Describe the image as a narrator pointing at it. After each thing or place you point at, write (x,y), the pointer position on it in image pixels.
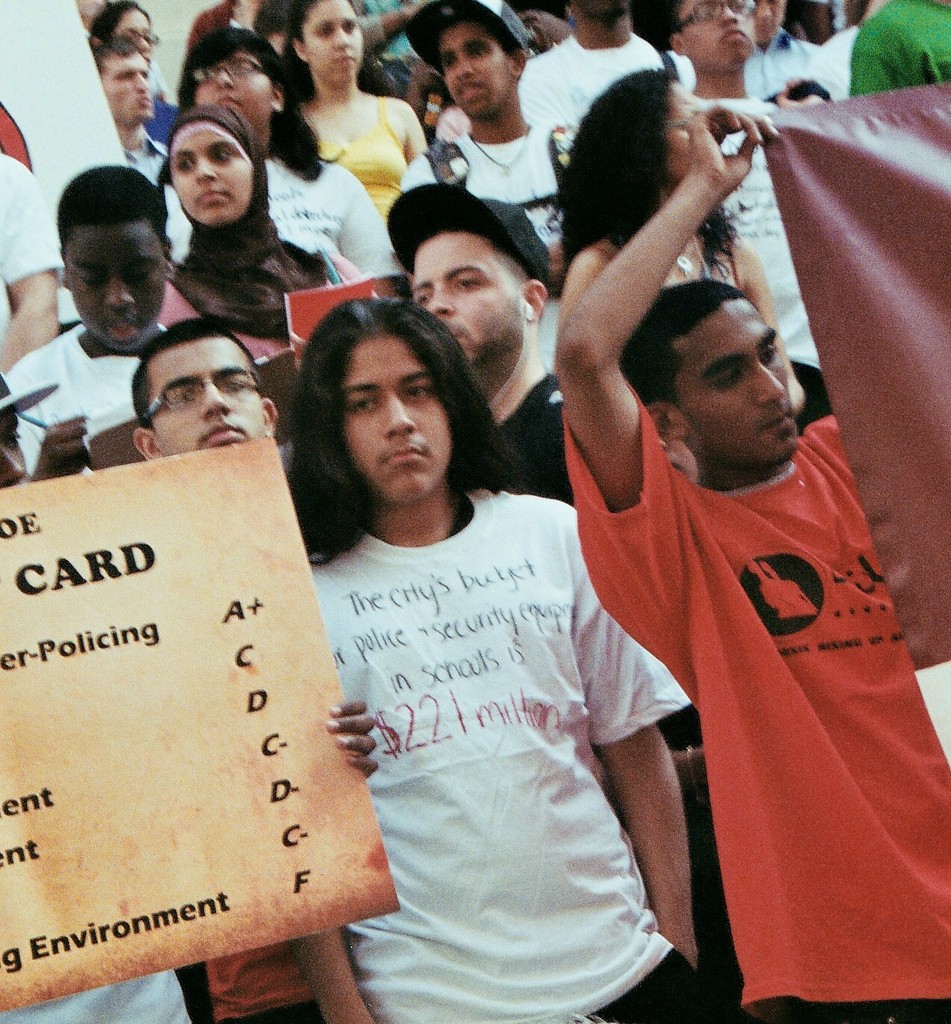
In this image a group of people (533,414) are standing. A few people (801,808) are holding some objects (894,202).
